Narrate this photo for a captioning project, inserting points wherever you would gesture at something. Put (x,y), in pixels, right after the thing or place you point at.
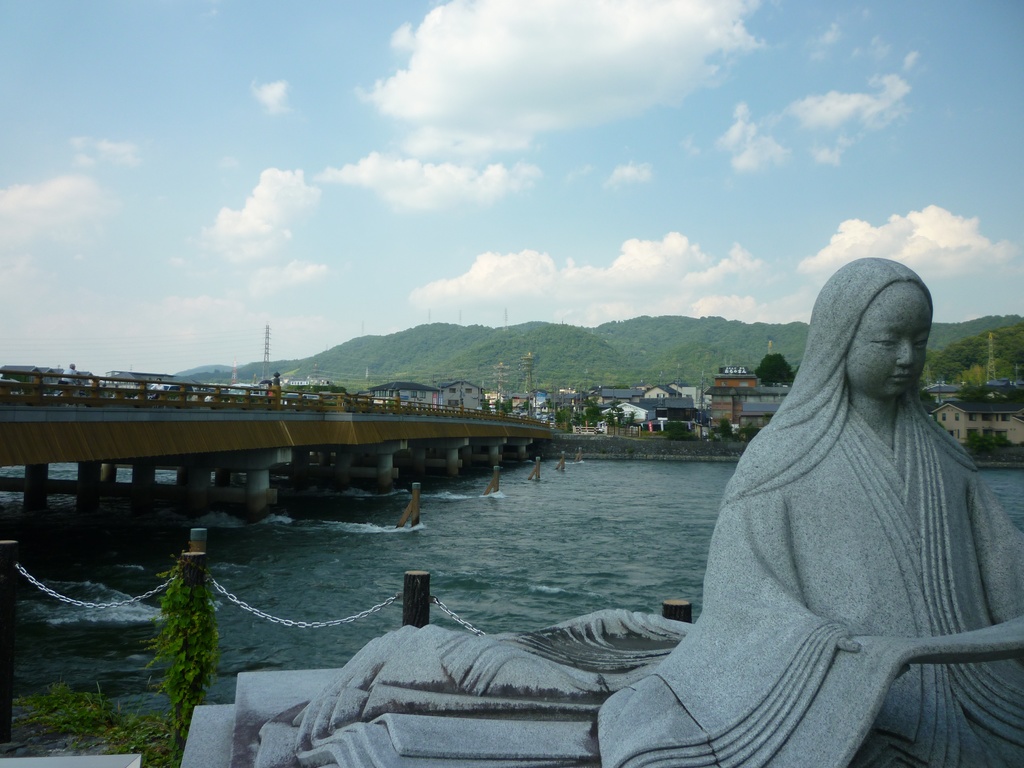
This picture consists of sculpture (863,564) in the foreground (399,694) and in the middle (578,489) there is the lake (485,534), bridge (203,427) and houses (733,389) and the hill (575,366) at the top (357,196) and I can see the sky (374,261).
